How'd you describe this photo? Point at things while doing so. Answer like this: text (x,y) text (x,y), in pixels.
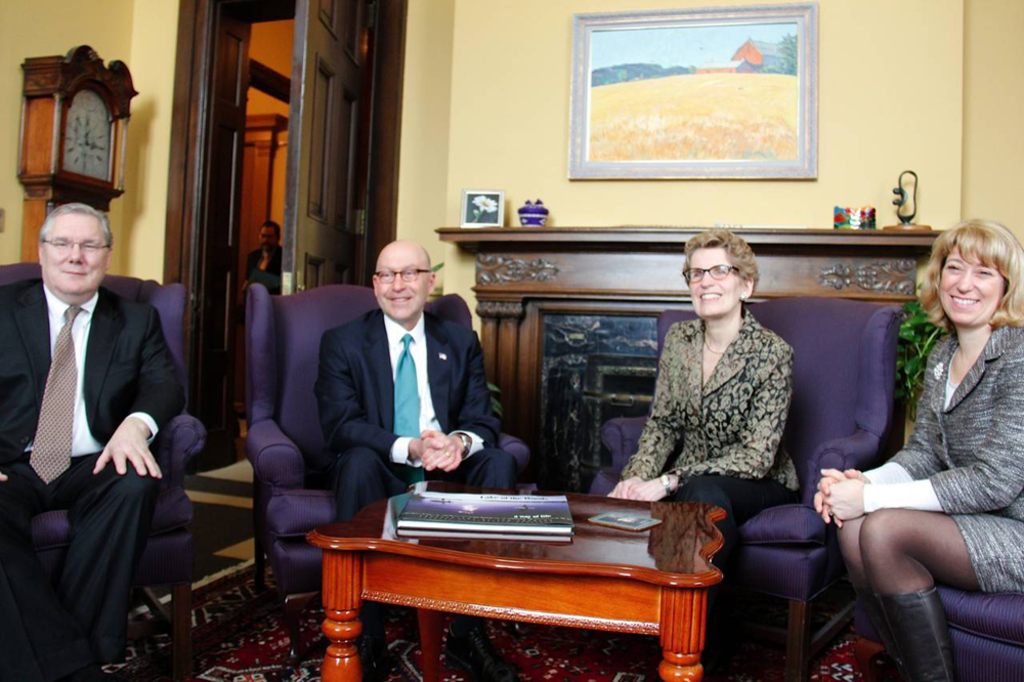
These 4 persons (396,384) are sitting on a chair (810,367). In-front of this person's (928,444) there is a table (360,534), on a table (576,541) there are books (516,526). A picture (638,103) is on wall (481,88). On this furniture (561,271) there is a photo (477,204) and jar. Beside this wall (9,118) there is a clock (74,116). Far this person (260,263) is standing. This is door (333,195). Floor (227,585) with carpet (236,597).
